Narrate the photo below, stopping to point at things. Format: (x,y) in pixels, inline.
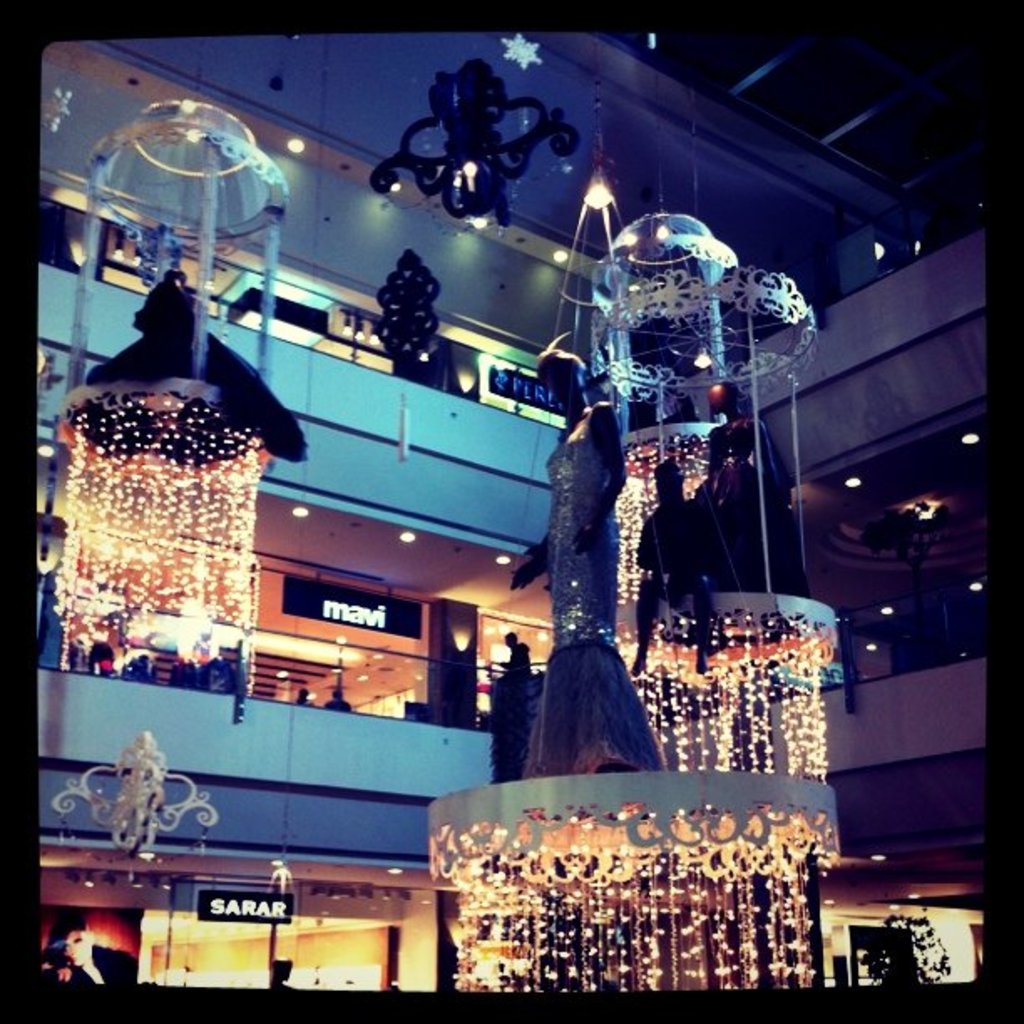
In this image there are few shops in the mall (435,414), there are few chandeliers (661,709) and some star symbols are hanging from the roof (578,73) and some lights (636,597) attached to the walls (978,837).
